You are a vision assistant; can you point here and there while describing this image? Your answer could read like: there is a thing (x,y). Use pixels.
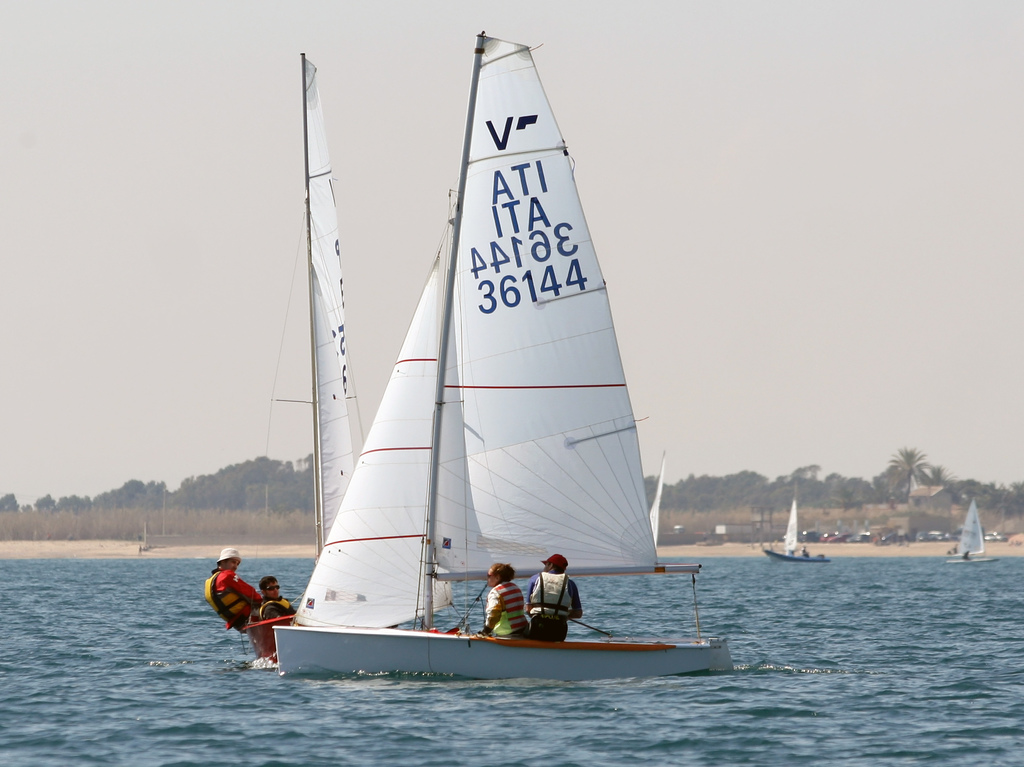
In this picture there are few boats (362,622) sailing on a sea (184,590) in the background (52,438) there is a seashore (21,540), trees (940,482) and a cloudy sky (660,311).
